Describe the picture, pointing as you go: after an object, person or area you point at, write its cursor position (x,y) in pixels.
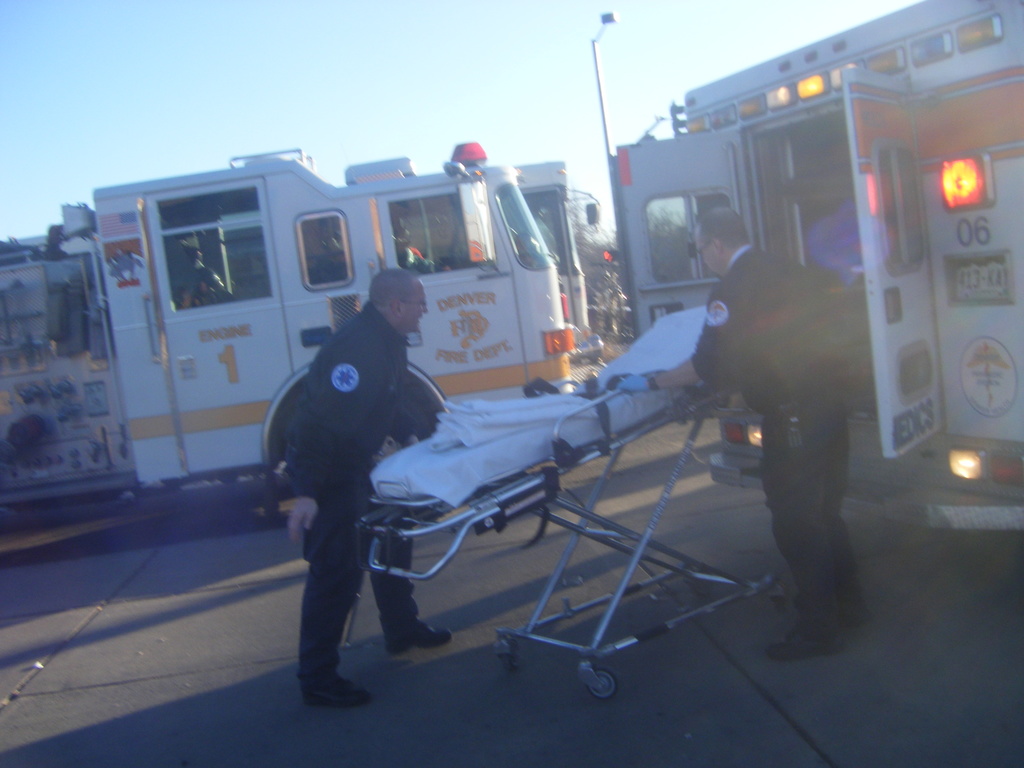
In the background of the image (273,214) there is a fire engine (530,231). To the right side of the image (848,54) there is an ambulance (967,355). There are two persons (779,260) standing. There is a stretcher (611,443). There are light poles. At the bottom of the image (283,688) there is a road (182,706).
